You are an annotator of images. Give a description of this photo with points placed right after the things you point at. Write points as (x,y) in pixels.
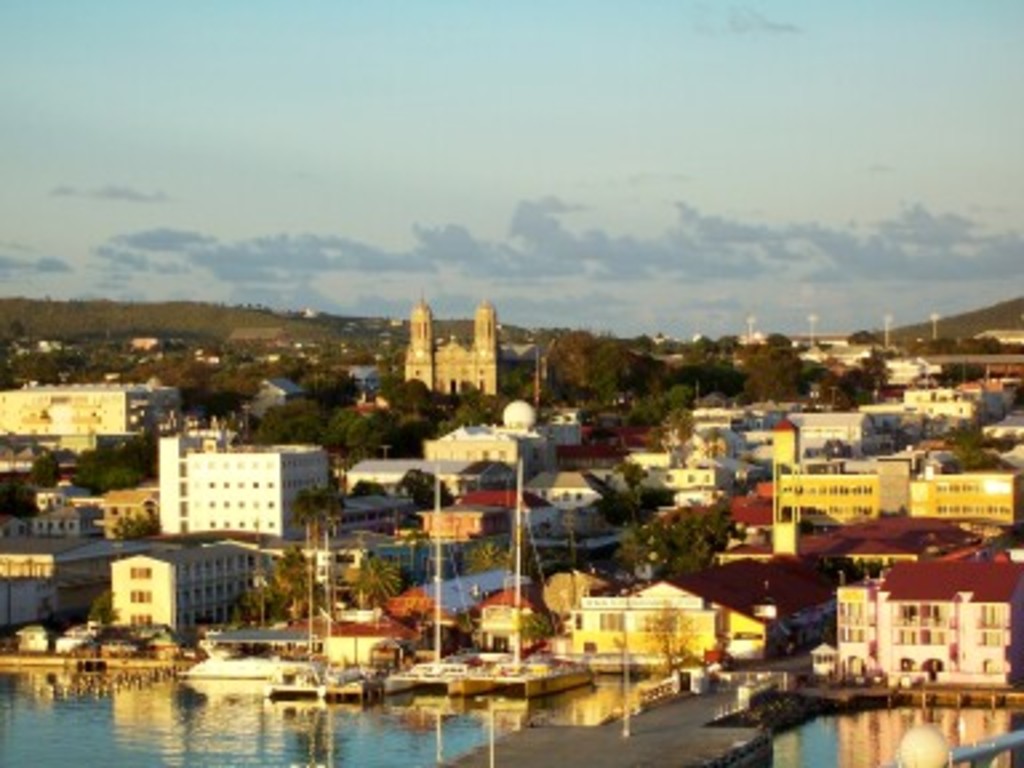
In this picture I can see buildings (388,470), trees (679,399) and I can see boat (304,683) in the water (230,690) and few poles (437,610) and a blue cloudy sky (545,177).
